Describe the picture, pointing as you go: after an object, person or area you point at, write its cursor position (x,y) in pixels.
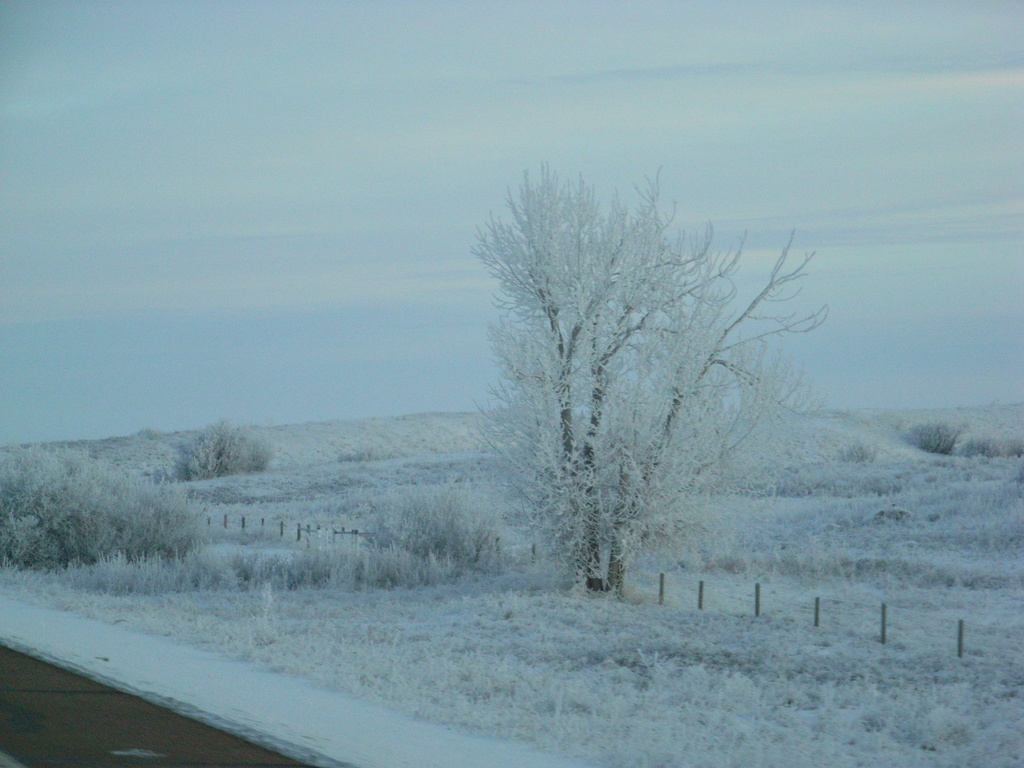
In the picture we can see a grass surface (640,673) with some plants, trees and in the background (305,304), we can see a sky (899,387) with clouds (987,179).
